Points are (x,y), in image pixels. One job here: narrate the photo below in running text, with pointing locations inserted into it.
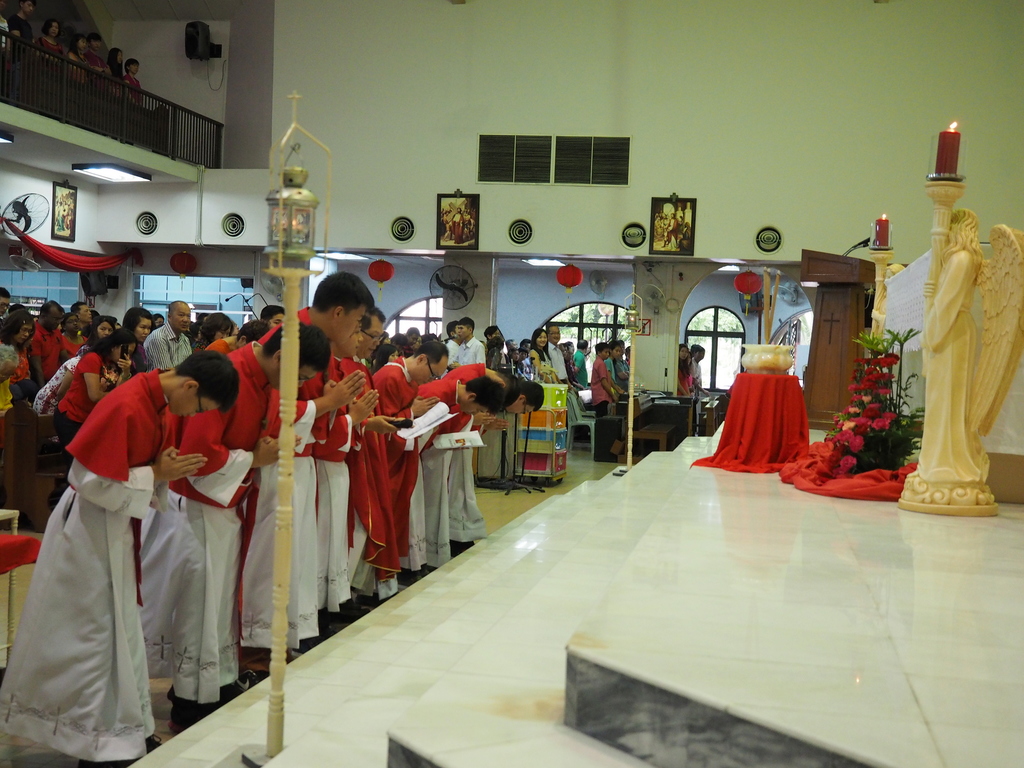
In this image we can see men (217,406) and women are bowing their head (483,380) in front of the statue (972,357) and we can see poles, flowers (851,417), pot (765,363) and stairs (633,553) in the middle of the image (623,495). We can see glass windows (785,339) and wall (584,105) in the background of the image (721,272) and frames (446,219) are attached to the wall (706,230). We can see people (94,40) are standing on the balcony (120,88) which is in the top left of the image (86,95).
